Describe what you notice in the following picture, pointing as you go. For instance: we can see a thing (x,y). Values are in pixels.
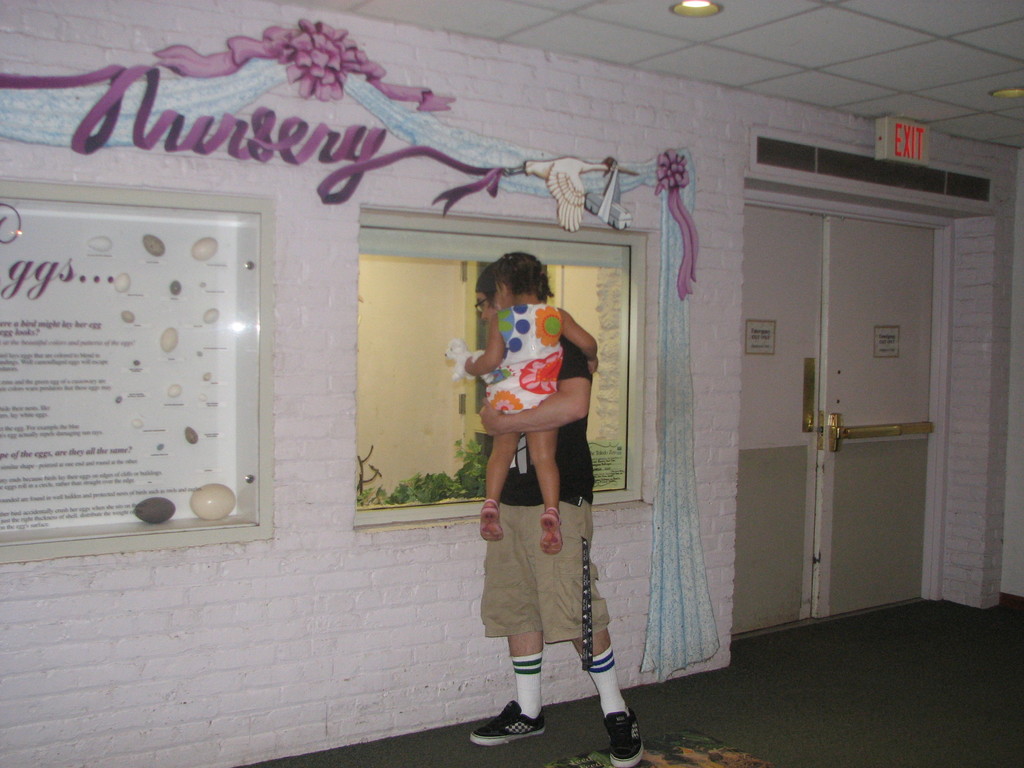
In this image I can see a man (531,710) is standing in the centre (532,343) and I can see he is holding a child (492,365). On the right side of this image (790,415) I can see few doors (838,347) and an exit sign board (899,151). I can also see one more board (56,393) on the left side (193,224) and on it I can see something is written. On the right top side (689,12) I can see few lights (689,12) and I can also see something is written on the top side of this image (262,155).
